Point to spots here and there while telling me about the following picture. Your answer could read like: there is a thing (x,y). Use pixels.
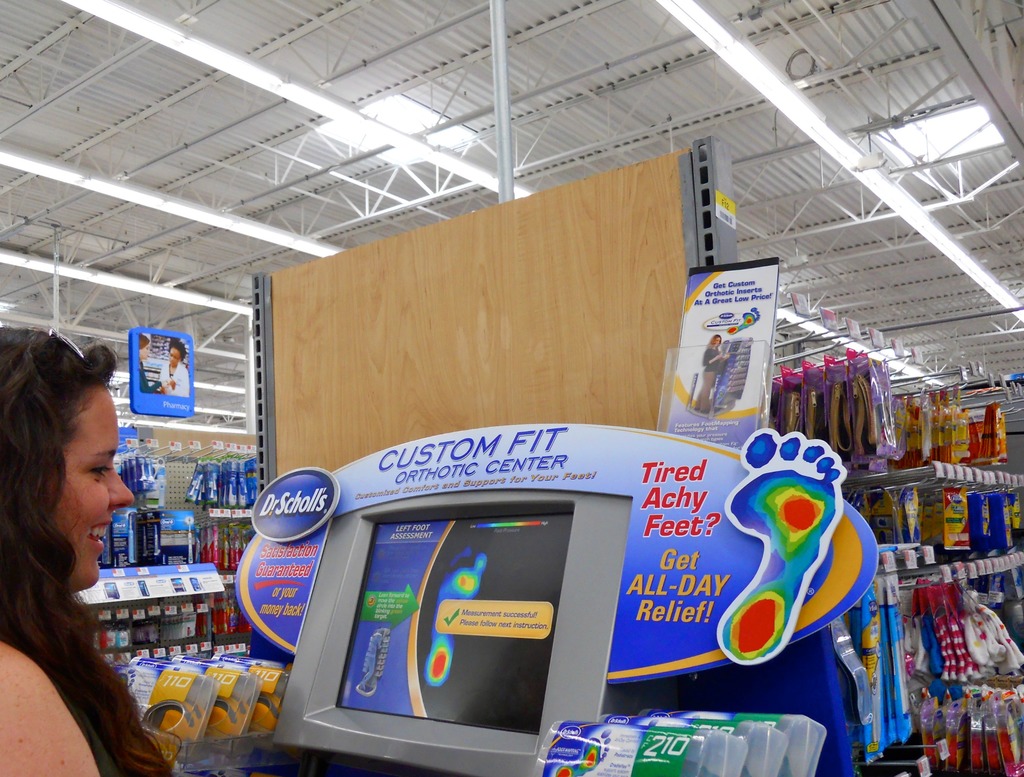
In the bottom left corner of the image (30,746) a woman (6,712) is standing and smiling. In front of her we can see a screen (292,742). Behind the screen (292,742) we can see some racks (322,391), in the racks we can see some products (976,606). At the top of the image (112,102) we can see roof (98,106), lights (205,384) and banners (186,403).
